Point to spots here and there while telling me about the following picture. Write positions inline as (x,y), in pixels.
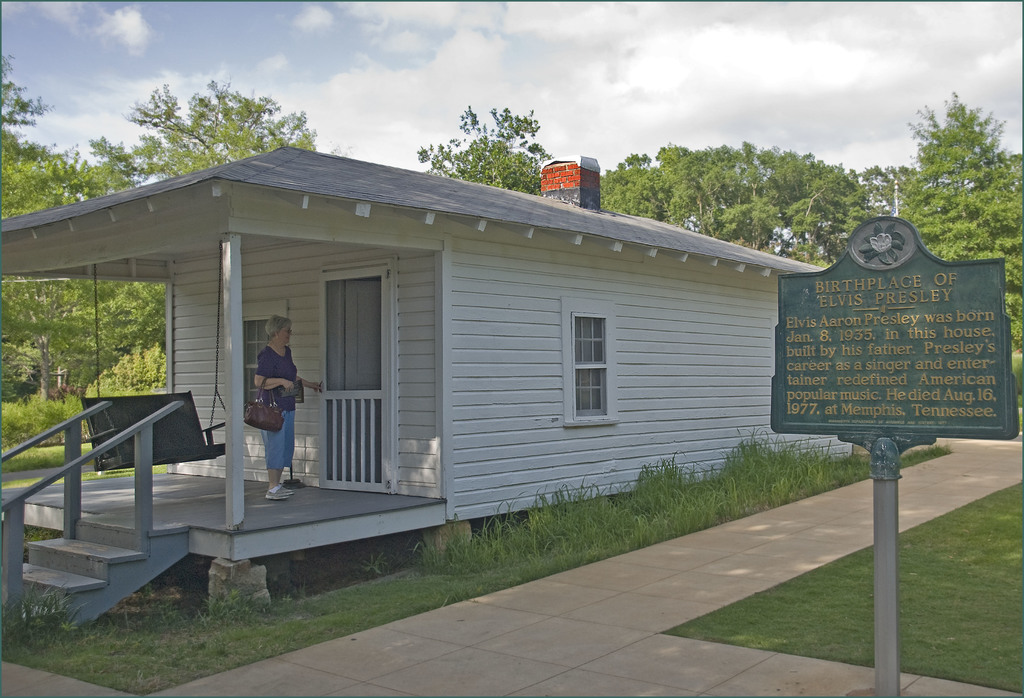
In the picture there is a wooden house (530,374) it is in white color and there is a woman (293,403) standing in front of that house (310,397), behind her there is a swing (156,399) and there are plenty of trees (934,188) around the area.
